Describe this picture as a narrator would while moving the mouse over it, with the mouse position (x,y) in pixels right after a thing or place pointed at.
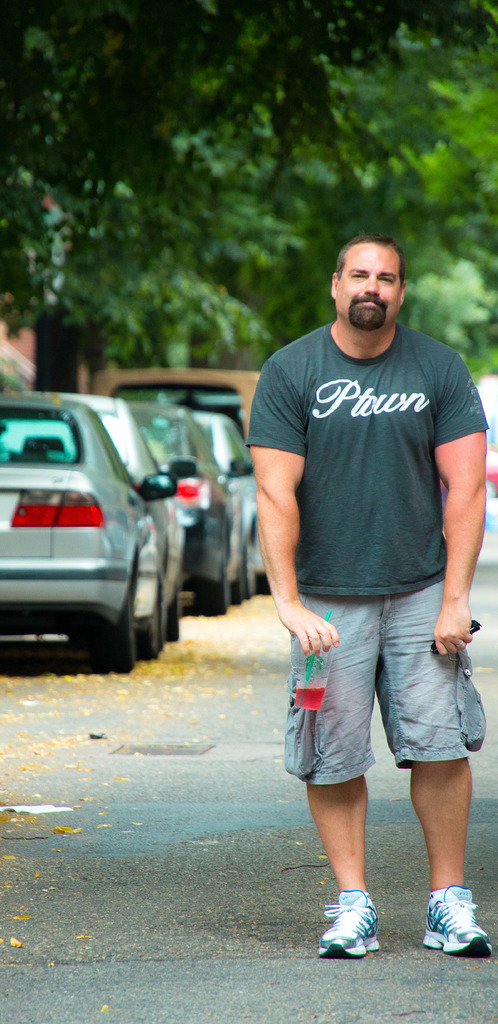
In this image we can see a person (341,664), glass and other objects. In the background of the image (231,426) there are vehicles (210,402), trees (129,206) and other objects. At the bottom of the image (230,914) there is the road (230,914).
